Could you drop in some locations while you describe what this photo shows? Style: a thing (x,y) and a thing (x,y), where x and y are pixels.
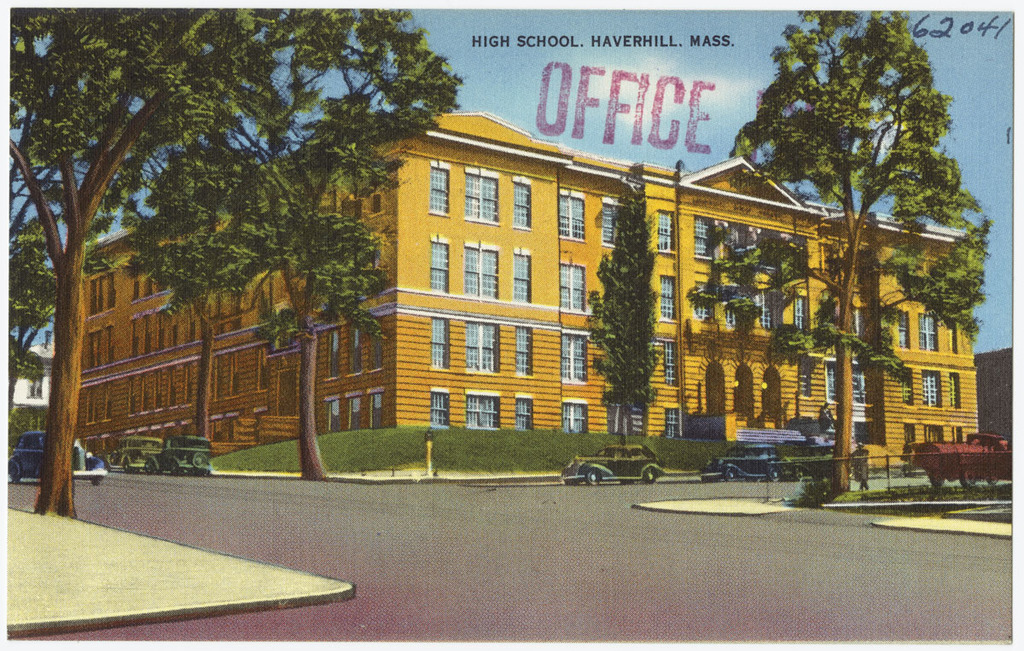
Building (535,290) with windows (434,338). Vehicles (976,467) are on the road (674,490). Here we can see trees (302,474). Top of the image (608,56) there is a watermark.
